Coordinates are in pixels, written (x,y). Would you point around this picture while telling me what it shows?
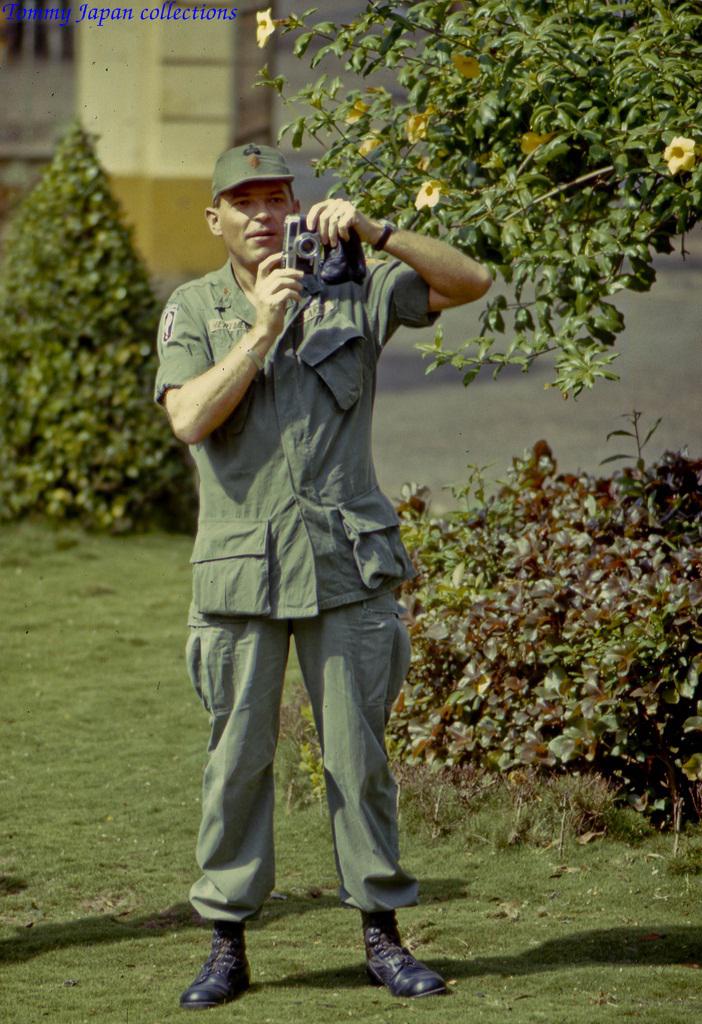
In this picture there is a person (292,364) standing and holding the camera (352,253). At the back (295,56) there is a building (47,88) and there are trees (514,28). In the top right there are flowers (685,163) on the tree (625,165). In the top left (169,7) there is a text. At the bottom (136,874) there is grass (89,812).
